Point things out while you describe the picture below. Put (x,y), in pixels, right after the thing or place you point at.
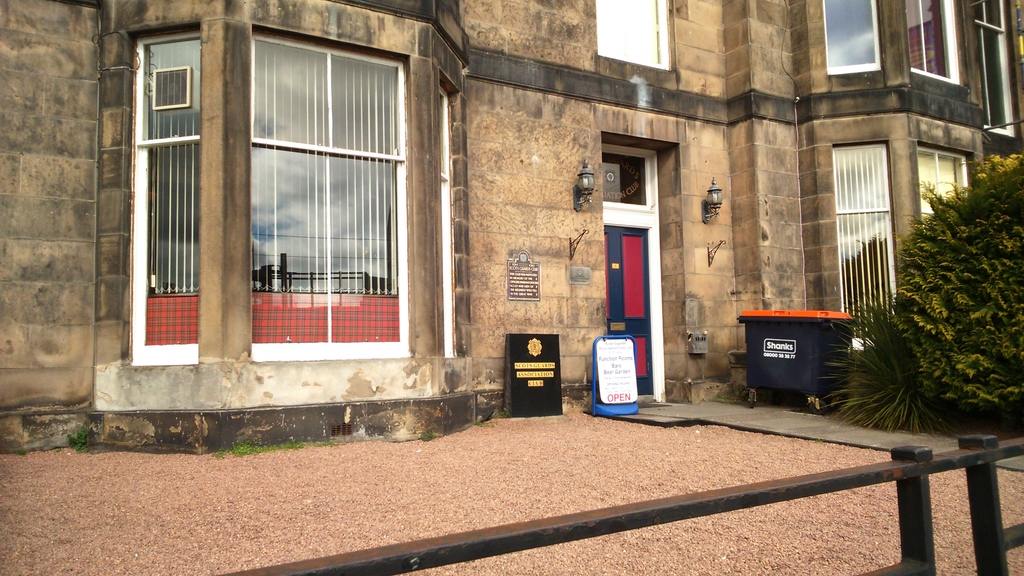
In this image I can see a cream colour building (515,184), glass windows (627,167), a door (646,273), few boards (630,361), few lights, a container (797,335), few plants (845,361) and on these boards (597,393) I can see something is written.
